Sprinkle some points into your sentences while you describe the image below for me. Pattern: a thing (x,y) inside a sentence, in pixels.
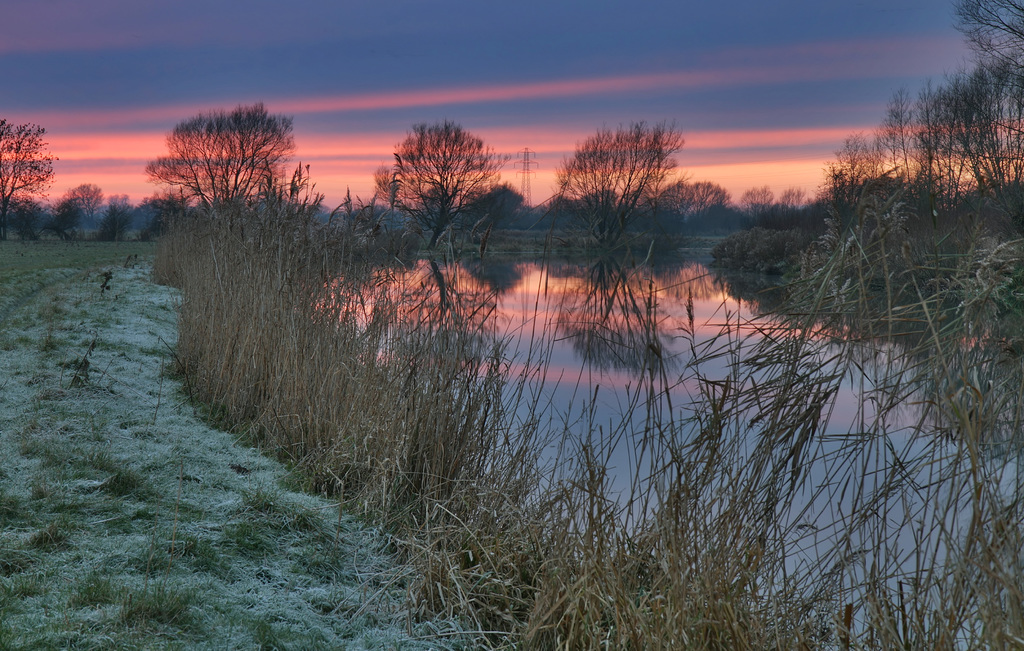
In this image I can see the water (606,345). To the side of the water (617,335) I can see the grass (492,399) and many trees (520,208). In the background (539,186) I can see the tower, clouds (519,109) and the sky (380,92).
